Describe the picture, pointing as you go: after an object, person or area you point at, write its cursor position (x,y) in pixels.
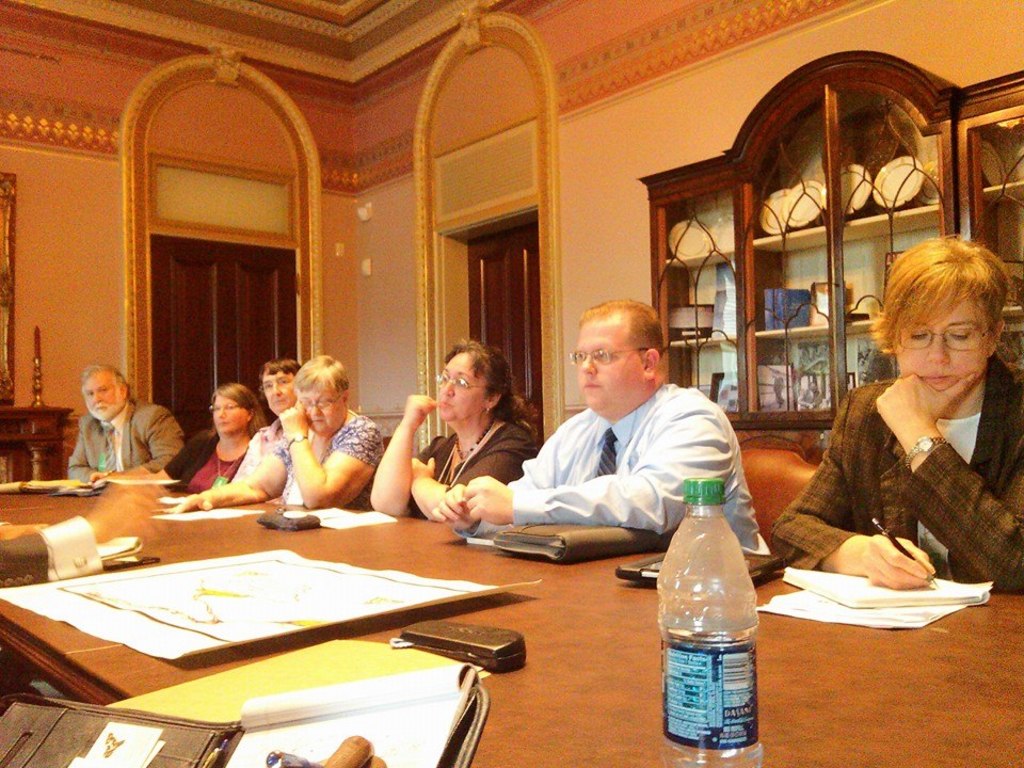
In the image we can see few persons (410,416) were sitting on the chair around the table (391,619). And the right corner lady (929,459) she is writing something on the paper (887,606). In front (699,664) bottom there is a water bottle (722,650) and on the table (243,524) there is some objects (263,605) like paper (266,630), book (593,558) etc. And coming to the background (395,312) there is a wall (603,192). And behind them there is a shelf (748,328) with few objects (797,320).
